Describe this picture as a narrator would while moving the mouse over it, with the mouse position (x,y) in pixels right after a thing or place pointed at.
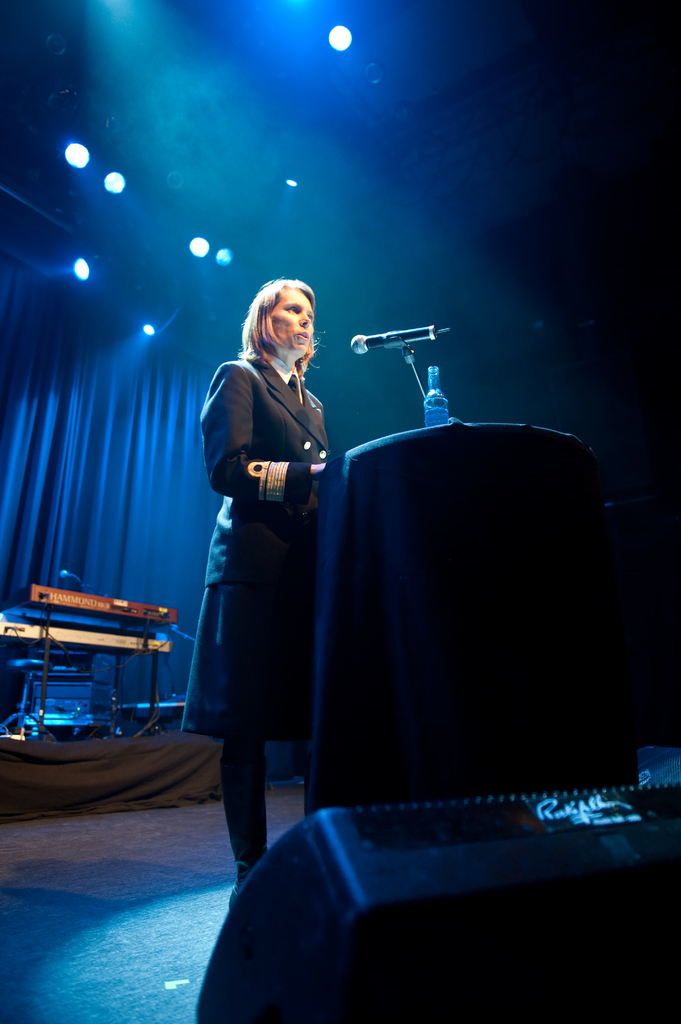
In this image we can see a lady (234,575) standing. Near to her there is a stand (387,465) with a mic (422,329) and bottle (430,421). At the bottom (394,879) there is a speaker (357,899). In the back (108,643) there is a musical instrument (88,636). In the background (96,465) there is curtain (174,448). At the top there are lights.
